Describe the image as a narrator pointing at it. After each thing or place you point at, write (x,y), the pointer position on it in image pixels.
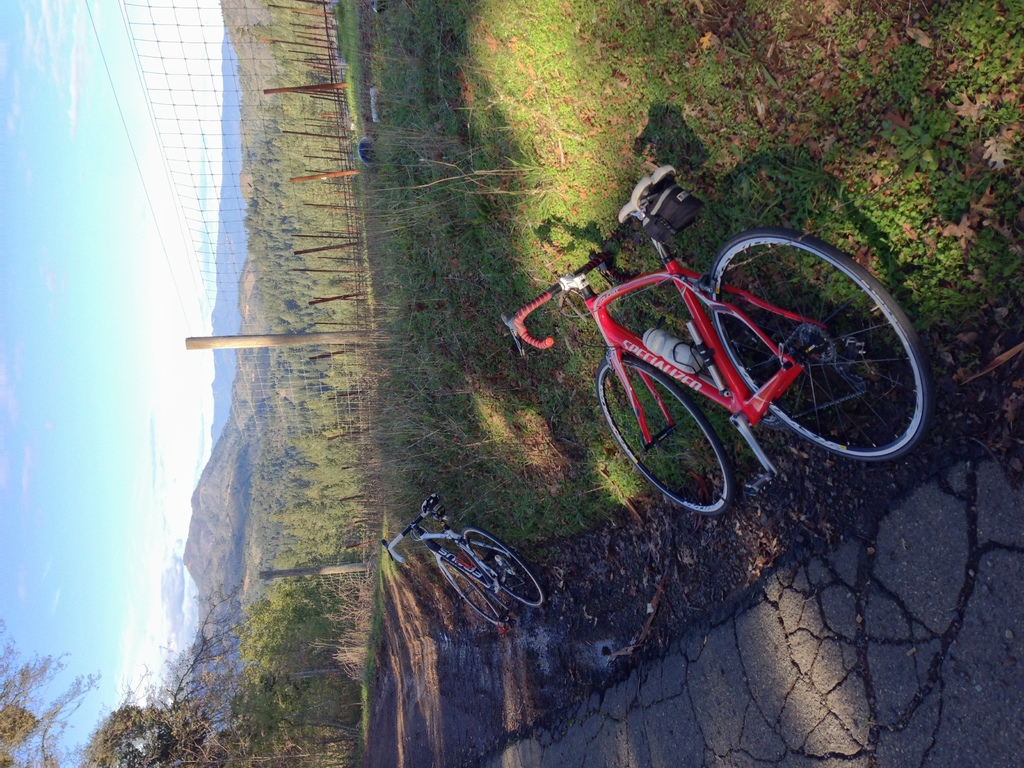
In this image in front (698,707) there is a road (635,700). There are two cycles (815,278) on the grass (707,135). There is a metal fence (379,301). There are poles (286,573). In the background of the image (307,552) there are trees (263,483), mountains (245,412) and sky (58,417).
